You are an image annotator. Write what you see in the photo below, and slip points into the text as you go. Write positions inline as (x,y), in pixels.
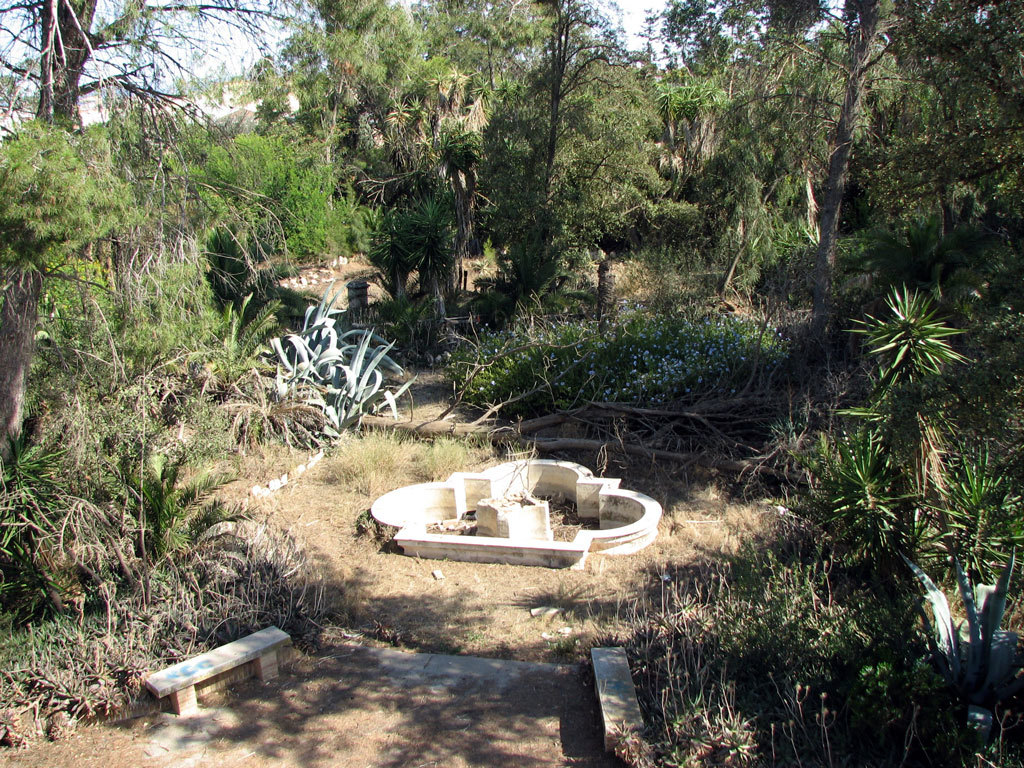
In this picture there are trees (906,255). In the middle of the image (497,499) it looks like a fountain (573,520) and there are benches (622,730). At the top (208,22) there is sky (199,39). At the bottom (181,661) there is ground (78,761) and there are plants (214,492).
